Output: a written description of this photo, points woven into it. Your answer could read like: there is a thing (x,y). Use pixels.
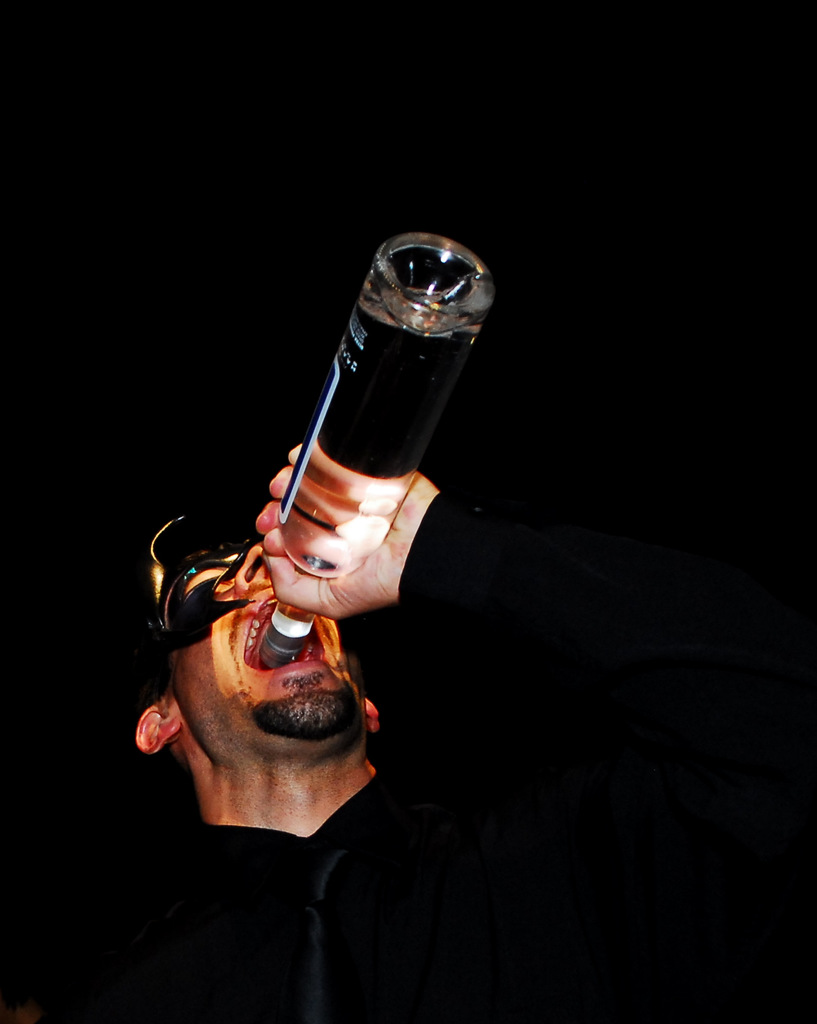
In this image, human (311,754) is open his mouth (300,664). He hold a bottle (351,498) that is filled with liquid (322,507). There is a sticker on it.
